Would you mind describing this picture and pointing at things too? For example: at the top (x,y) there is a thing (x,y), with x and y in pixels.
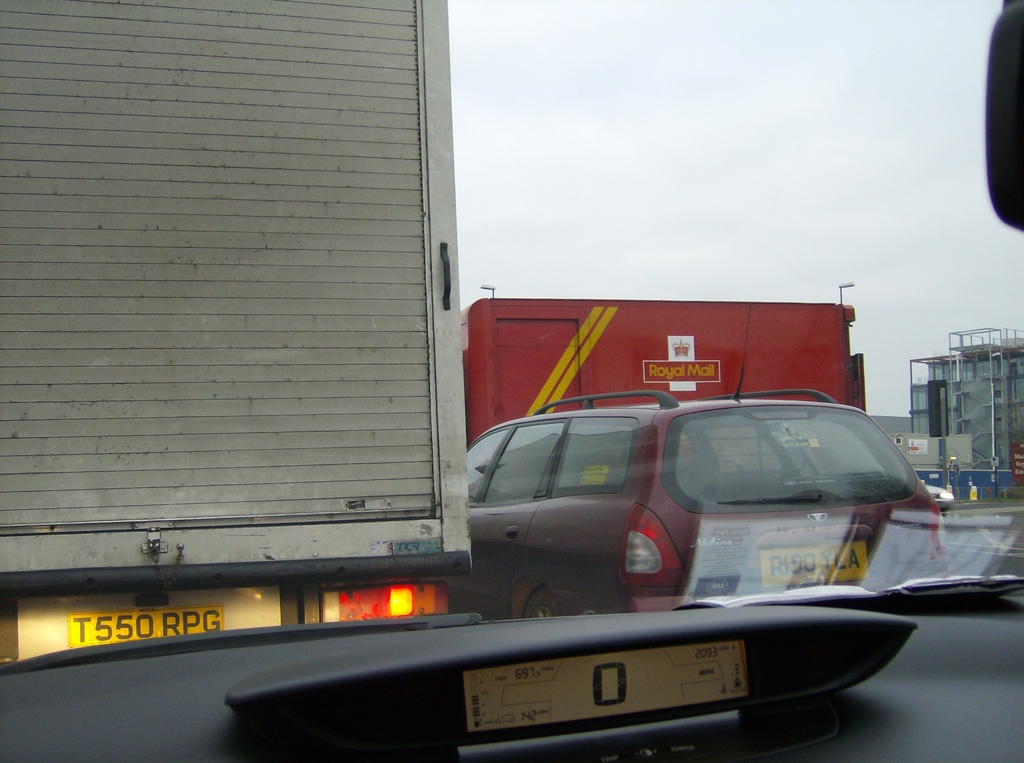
In this image we can see a few vehicles (38,558) on the road (985,509), also we can see a building (1017,405) and in the background (751,186), we can see the sky (795,148).
